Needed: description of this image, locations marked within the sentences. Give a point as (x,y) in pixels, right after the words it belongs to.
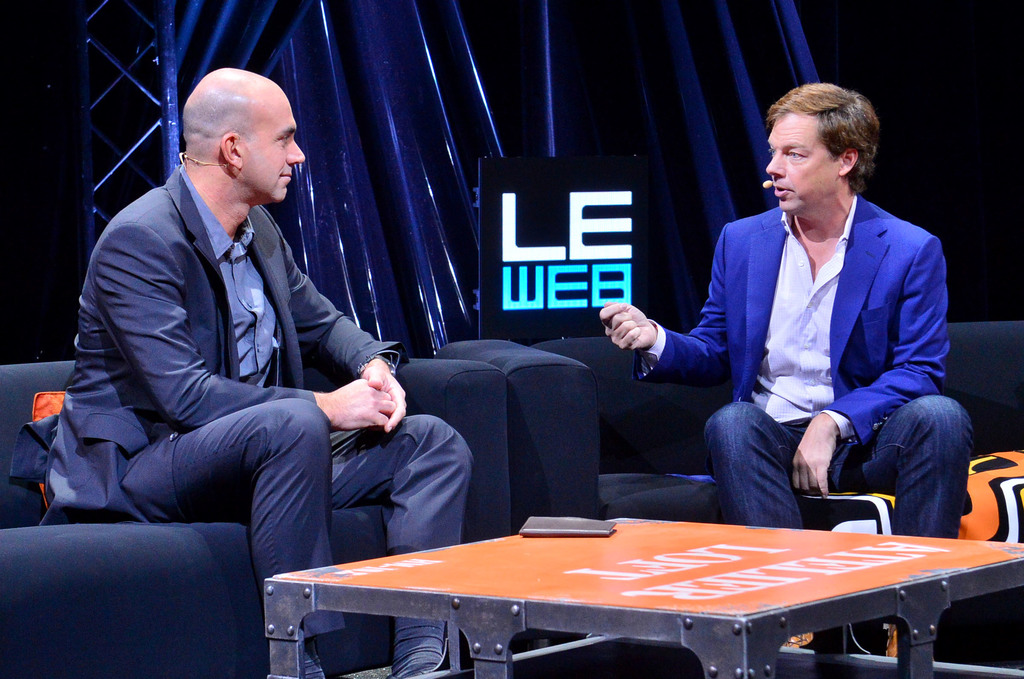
In this image we can see a two people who are sitting on a sofa (129,598) and they are having a conversation.
